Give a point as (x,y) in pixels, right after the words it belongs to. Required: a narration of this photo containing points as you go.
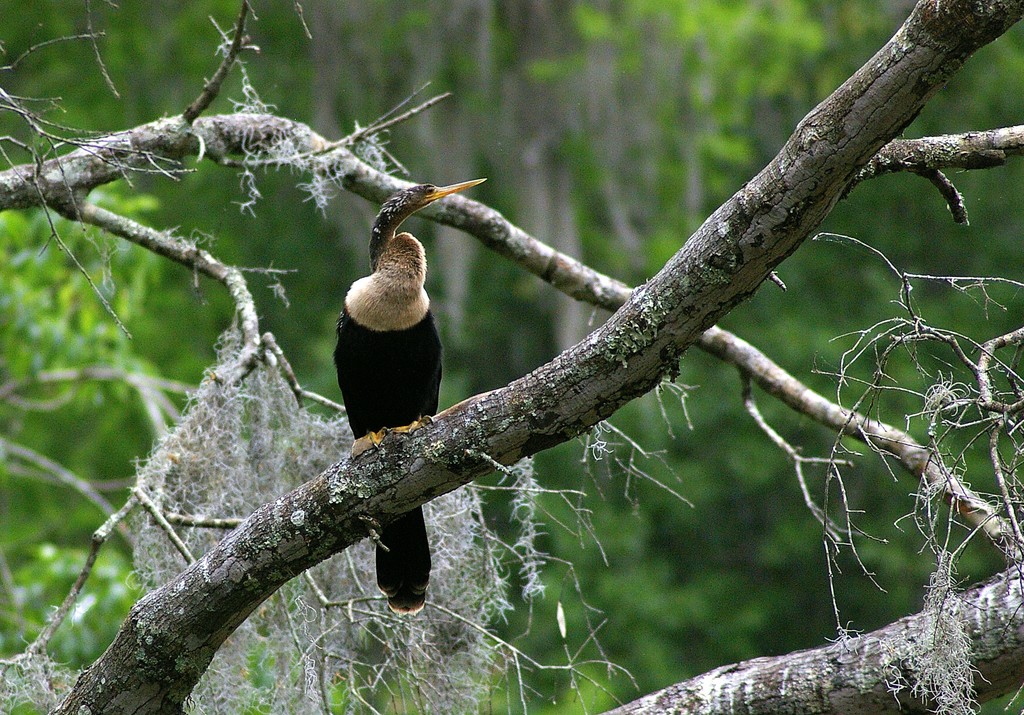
In this image we can see a bird (431,377) on the stem (378,506) of a tree (367,179). In the background of the image (494,171) there are trees (636,152).
